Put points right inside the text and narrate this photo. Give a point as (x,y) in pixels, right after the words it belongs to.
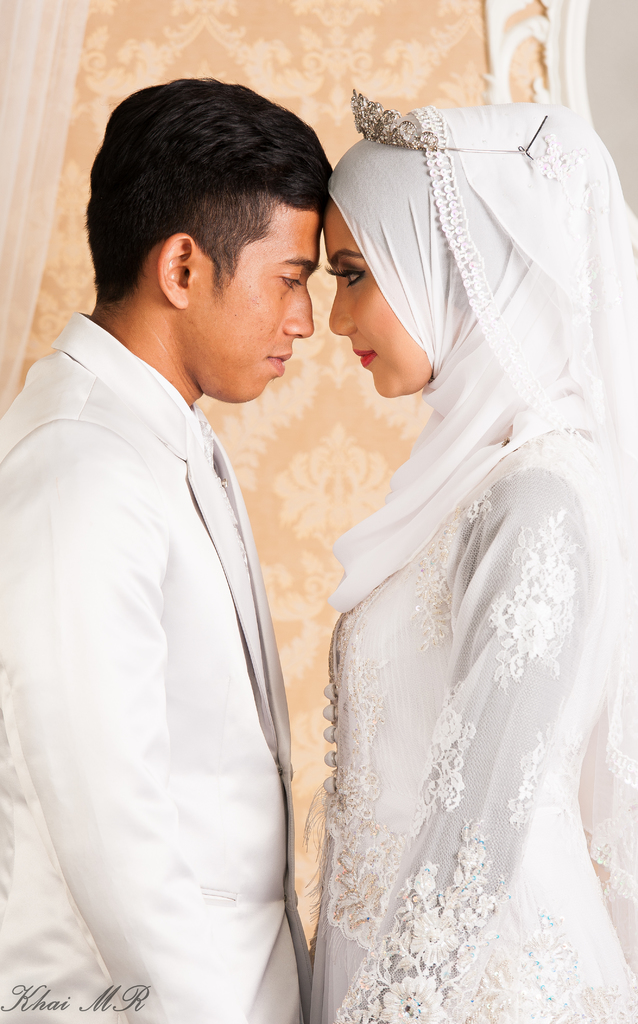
In this image, we can see a woman (402,744) and man (200,749) wore a white color dresses (415,795). Here we can see a crown (416,146) on the woman head (405,257). They are seeing each other. Background (348,38) we can see a wall (337,50), mirror (590,84) and curtain (38,164).
